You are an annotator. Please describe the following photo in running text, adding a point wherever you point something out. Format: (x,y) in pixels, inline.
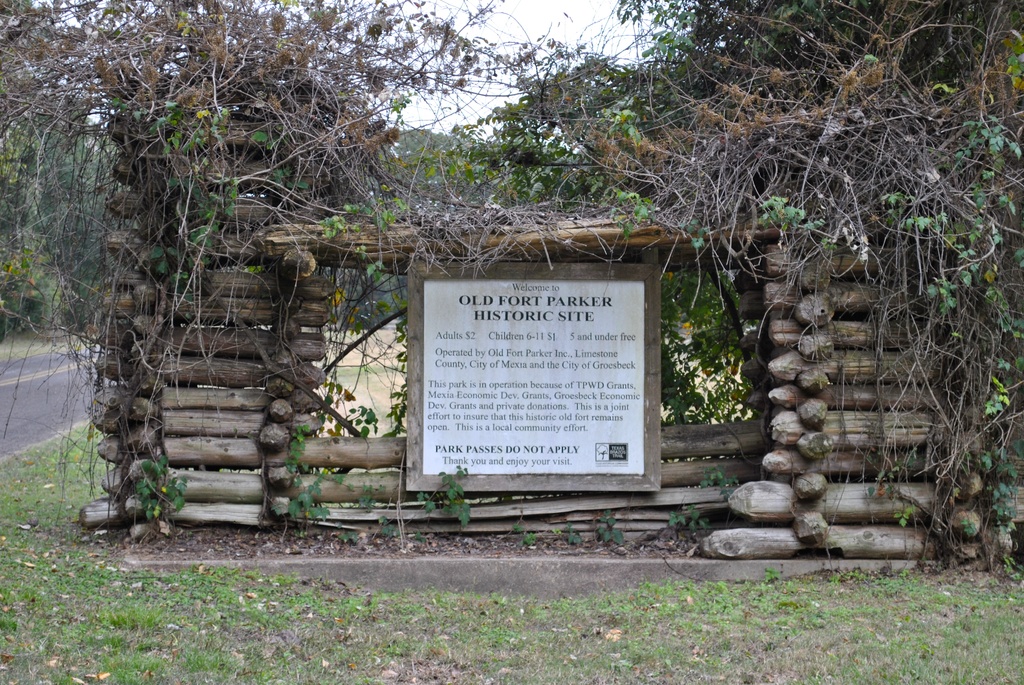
In the center of the image (554,240), we can see a shed (246,442) with logs (176,367) and there is a board (538,361) with some text (533,334). In the background (624,72), there are trees (949,95) and at the bottom (88,603), there is a ground (41,461) and a road (41,434).
